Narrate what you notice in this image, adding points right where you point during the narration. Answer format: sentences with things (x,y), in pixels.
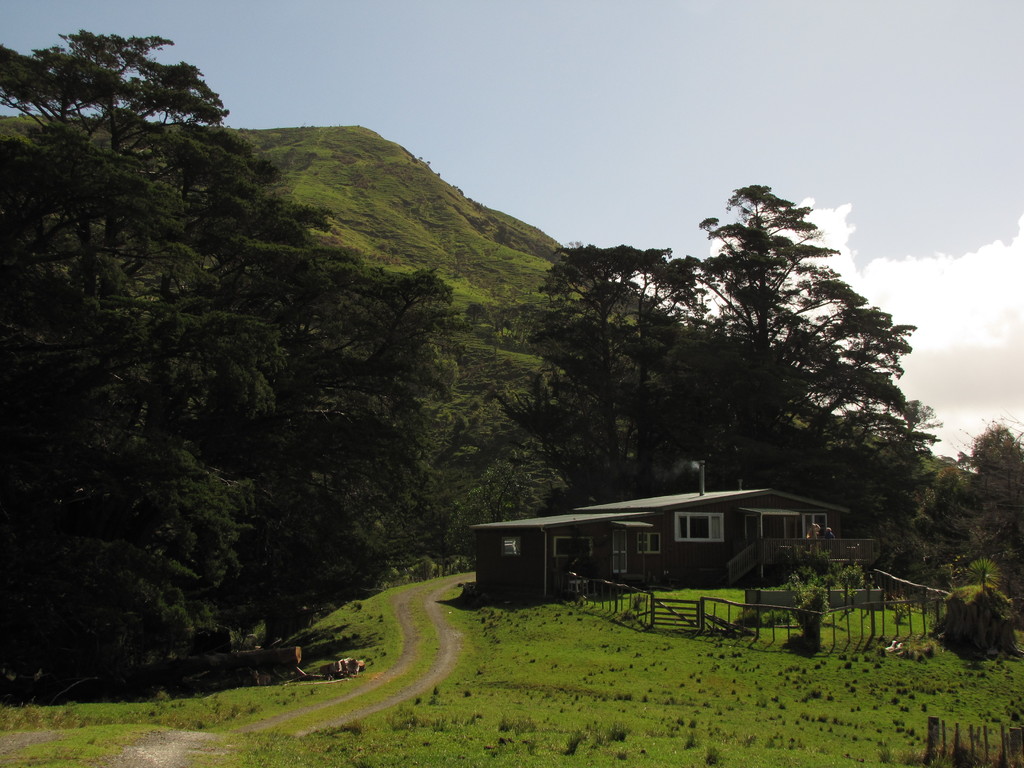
In this picture we can see the grass (705,719), fence (894,579), plants (819,590), mountain (332,173), trees (839,338), house (743,506) with windows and some objects (205,660) and in the background (570,77) we can see the sky (659,139).
